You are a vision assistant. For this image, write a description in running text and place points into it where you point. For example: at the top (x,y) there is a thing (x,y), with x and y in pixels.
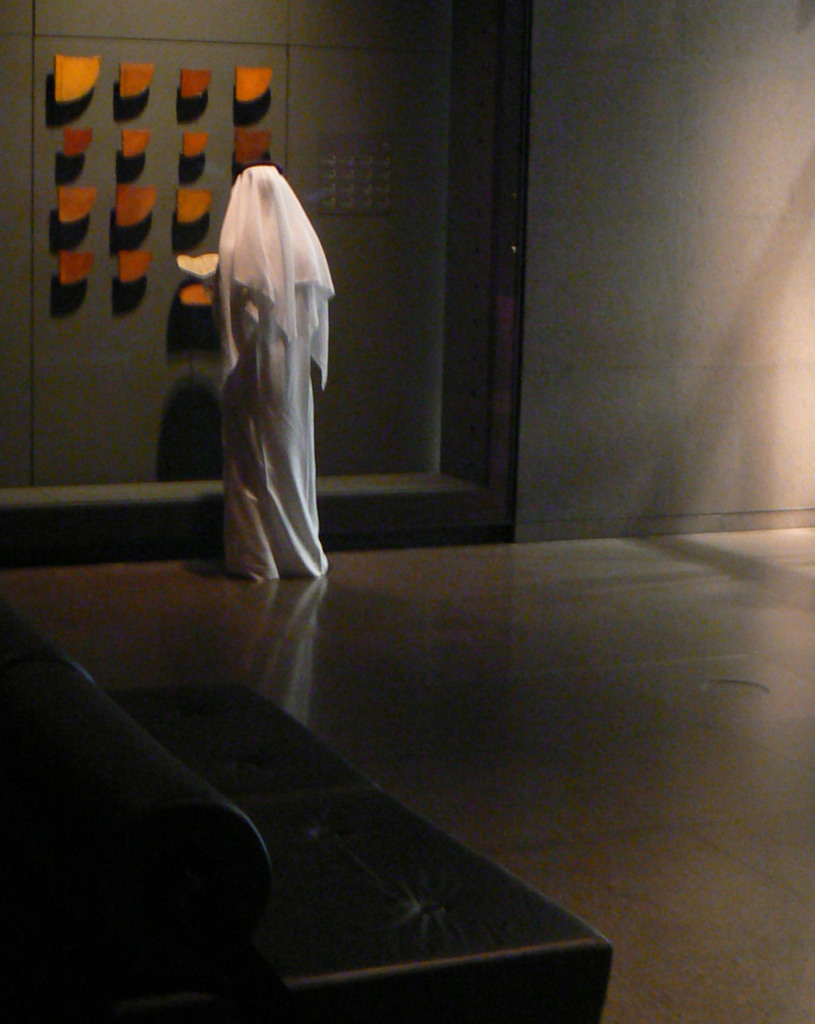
In this image there is a person (278,382) standing on the floor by wearing the white colour gown (281,396). In front of him there is a wall (259,103) on which there are some wooden blocks (127,145). On the left side (82,831) bottom there is a sofa (171,730).
